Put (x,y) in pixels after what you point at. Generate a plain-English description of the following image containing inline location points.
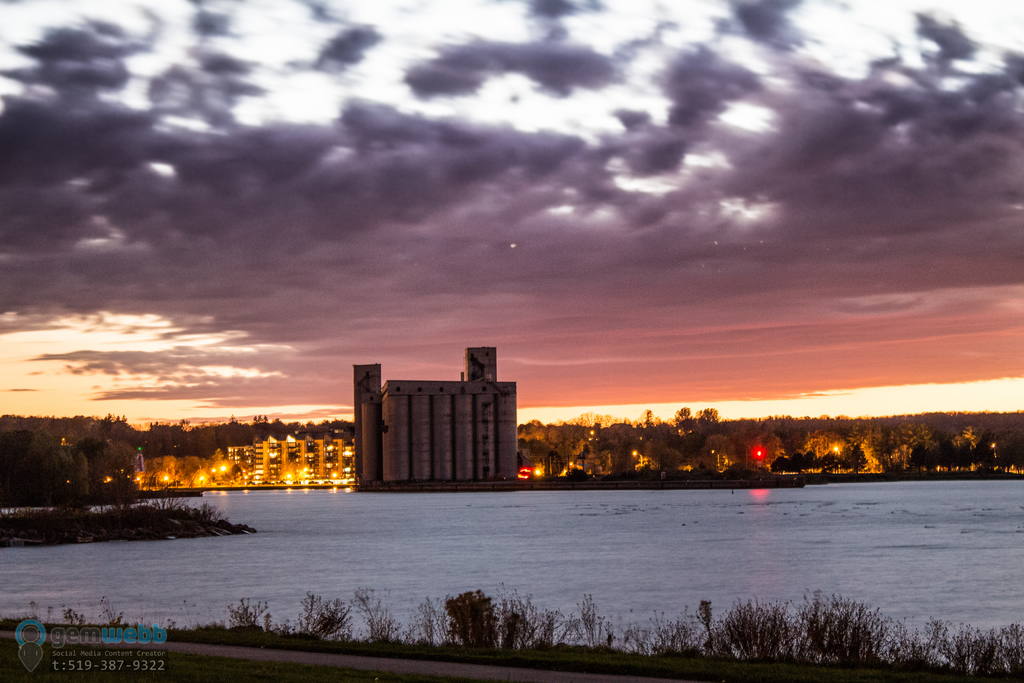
In the center of the image (500,437) we can see buildings (456,436), trees (518,444), lights (571,467). At the bottom of the image (541,583) we can see water (606,567), plants (573,628), ground (362,657). At the top of the image (402,128) clouds (445,182) are present in the sky (464,197).
